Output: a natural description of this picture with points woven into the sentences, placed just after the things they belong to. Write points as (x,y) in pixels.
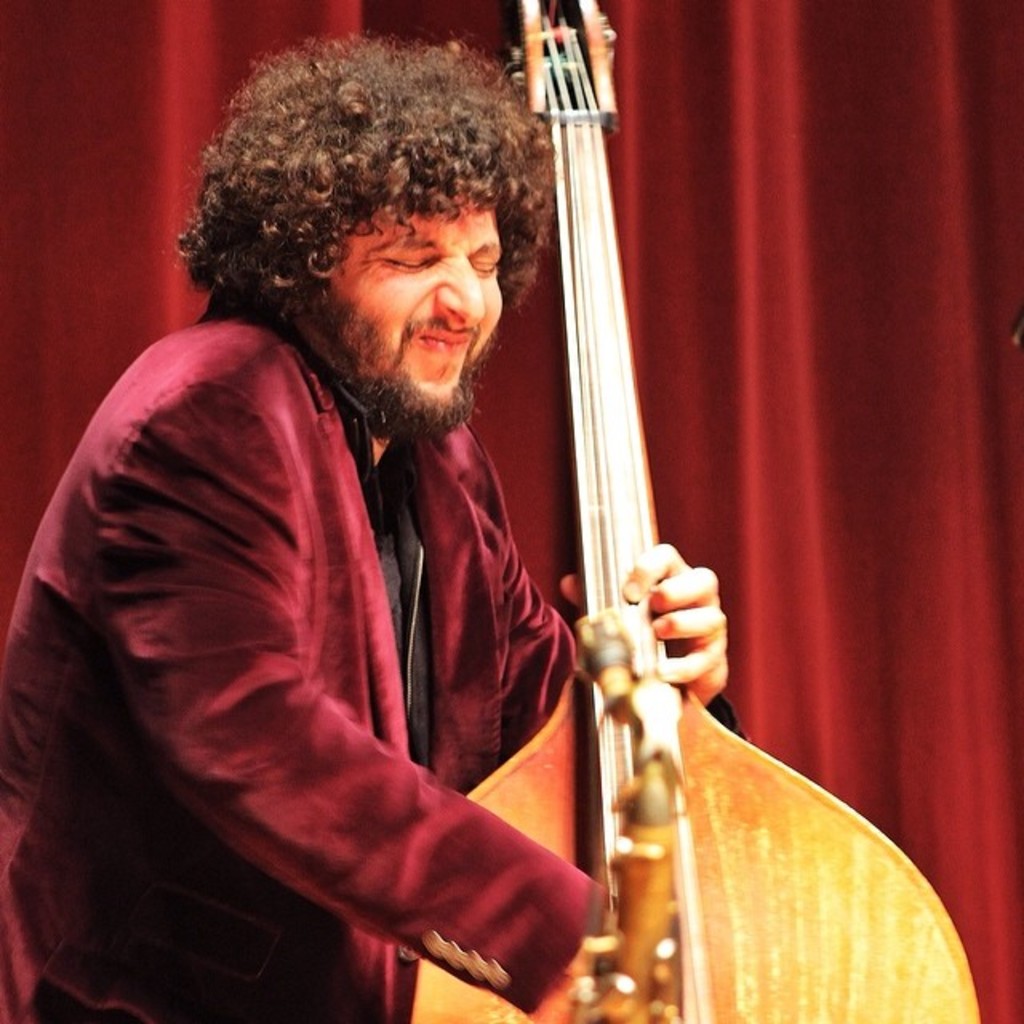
In this picture there is a man (244,390) who is wearing red jacket (360,679) and shirt (401,525). He is playing double bass (685,928). In the back (881,322) we can see red cloth (832,320).
